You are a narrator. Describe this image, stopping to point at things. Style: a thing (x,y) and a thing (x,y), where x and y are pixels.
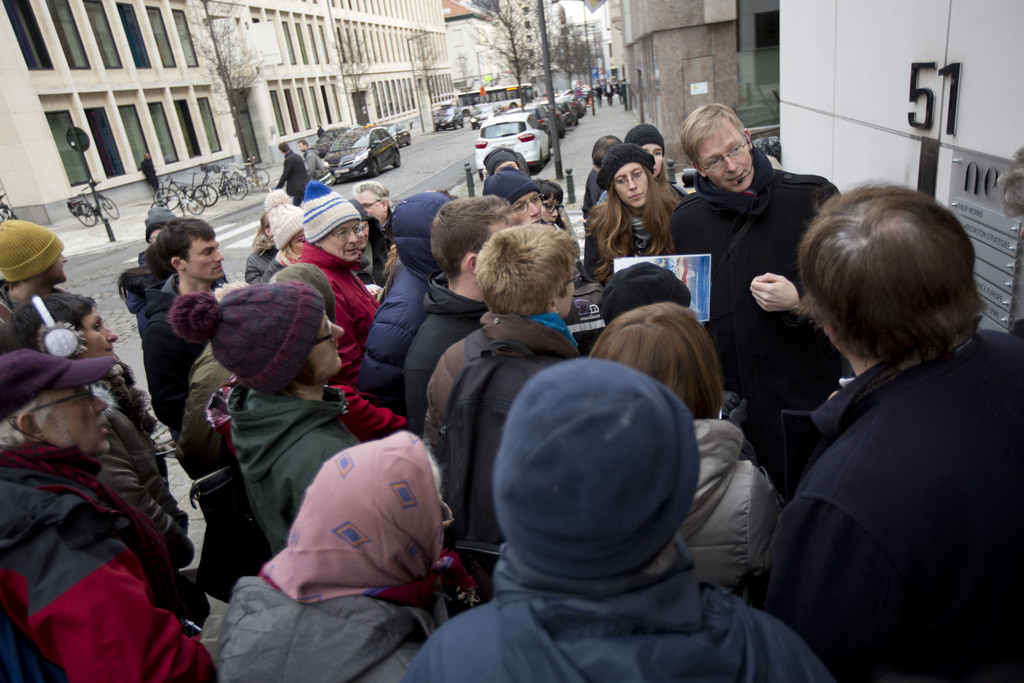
Here in the front (446,231) we can see number of people (625,289) standing on the road (581,243) over there, we can see all of them are wearing jackets (391,413) and many with caps (275,301) on them and the person (750,229) in the middle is speaking something in the microphone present with him and in front of them we can see a wall (891,175), on which we can see something present and behind them we can see number of cars (519,140) and bicycles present on the road (385,182) over there and we can also see people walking on the road (453,147) here and there and we can also see light posts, sign boards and buildings (397,42) and trees (424,70) present all over there.
